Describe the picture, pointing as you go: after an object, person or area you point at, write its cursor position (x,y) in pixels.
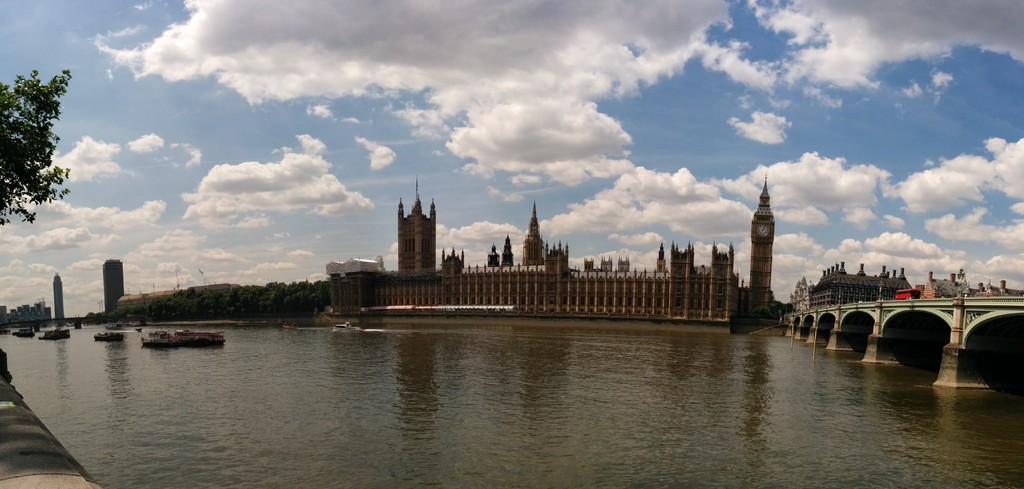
In this image we can see the lake (764,407), ships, trees (235,300), there is a bridge (1018,331) and few vehicles (912,294), we can see the buildings (114,307) in the background (869,294), at the top (530,51) we can see the sky (323,121) with clouds (31,234).
